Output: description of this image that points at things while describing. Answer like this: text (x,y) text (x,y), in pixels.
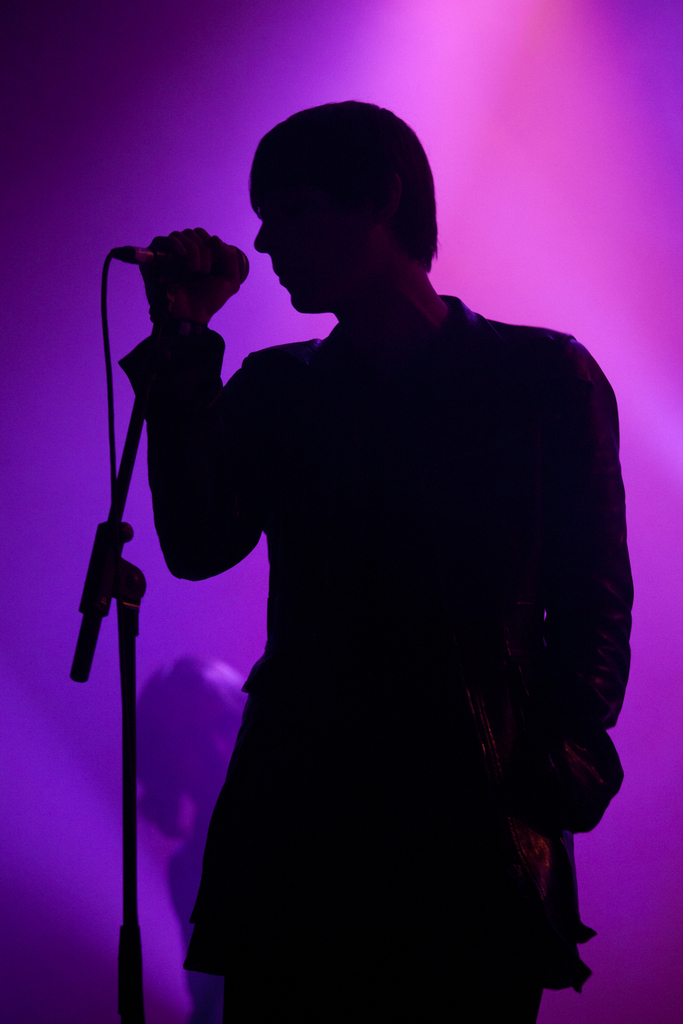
This image consists of a man (332,552) singing in a mic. The background (493,49) is in pink color.
